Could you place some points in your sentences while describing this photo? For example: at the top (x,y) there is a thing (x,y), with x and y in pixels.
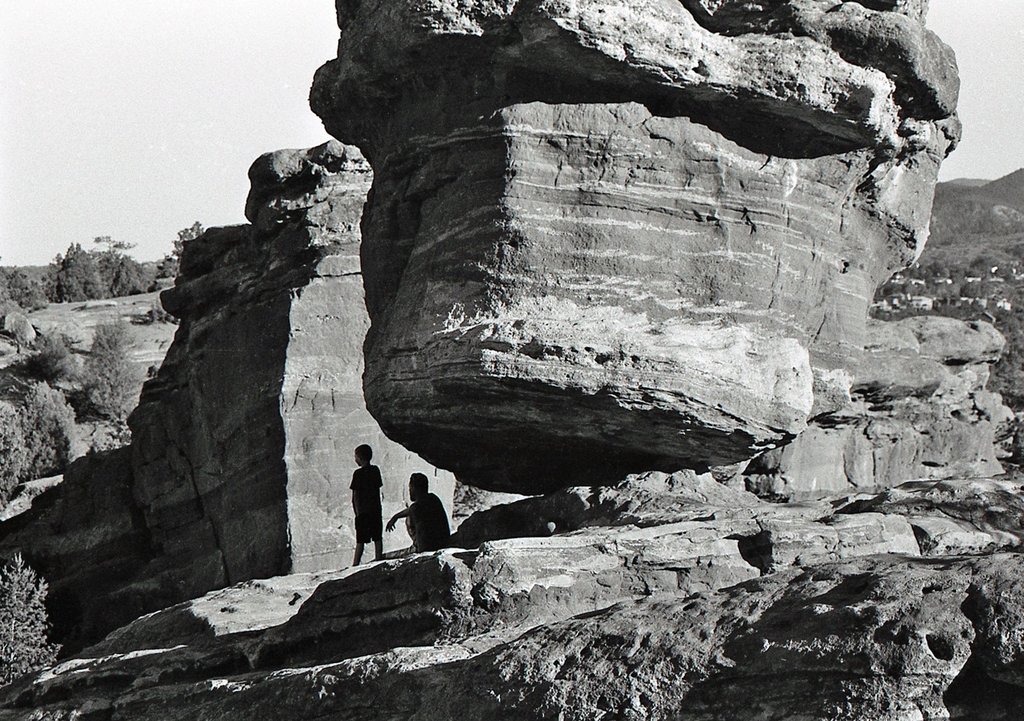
In this image I can see few rocks (766,72), two people (378,476), trees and mountains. The image is in black and white.
